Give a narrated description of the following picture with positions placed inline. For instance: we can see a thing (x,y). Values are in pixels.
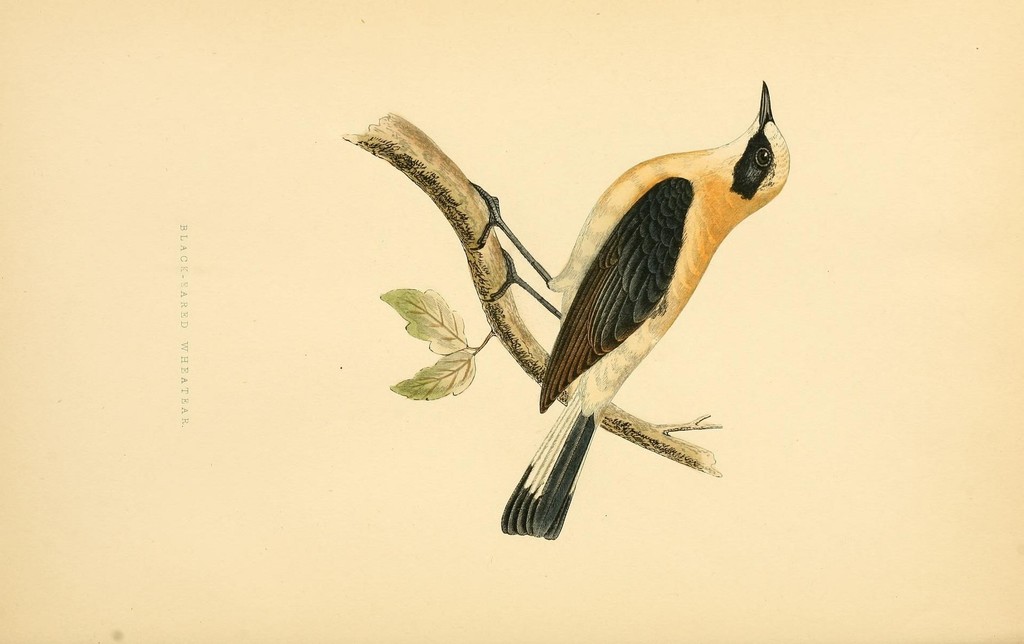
In this image we can see a bird (560,366) on the branch (483,260) of tree (494,288) and there are leaves (427,325). And we can see the text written on the poster (227,341).
